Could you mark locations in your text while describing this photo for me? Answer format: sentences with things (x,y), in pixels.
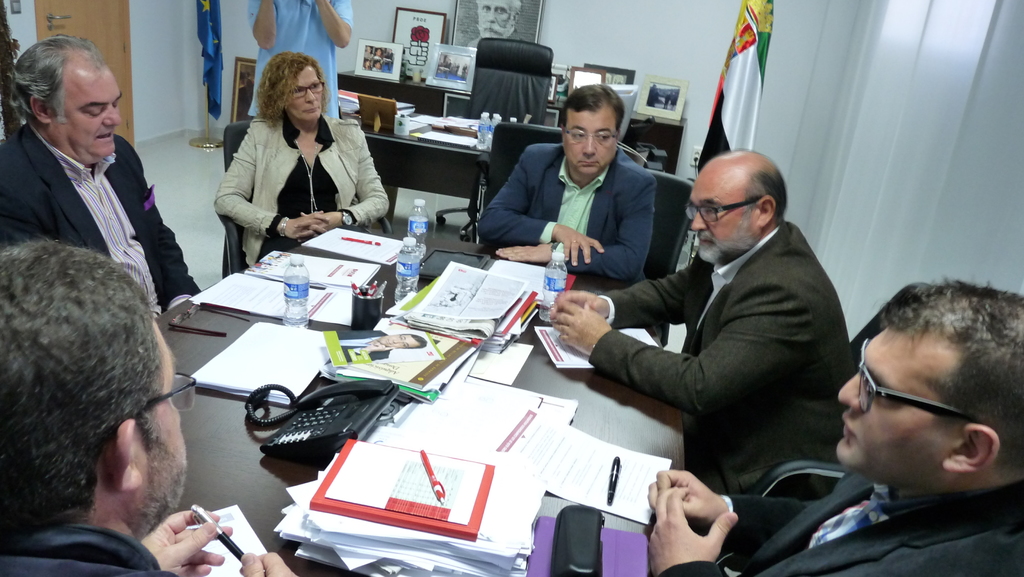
There are few persons (116,567) sitting on the chairs (499,171). This is a table (223,482). On the table (593,412) there are books (424,290), papers (422,416), phone (299,402), spectacles (226,310), holder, pens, box (580,530), and bottles (285,285). There is a person (282,44) standing on the floor (190,196). Here we can see flags (739,14), tables (387,133), chair (488,165), and frames (679,106). There is a door (115,27). In the background (660,41) we can see wall (663,24).
